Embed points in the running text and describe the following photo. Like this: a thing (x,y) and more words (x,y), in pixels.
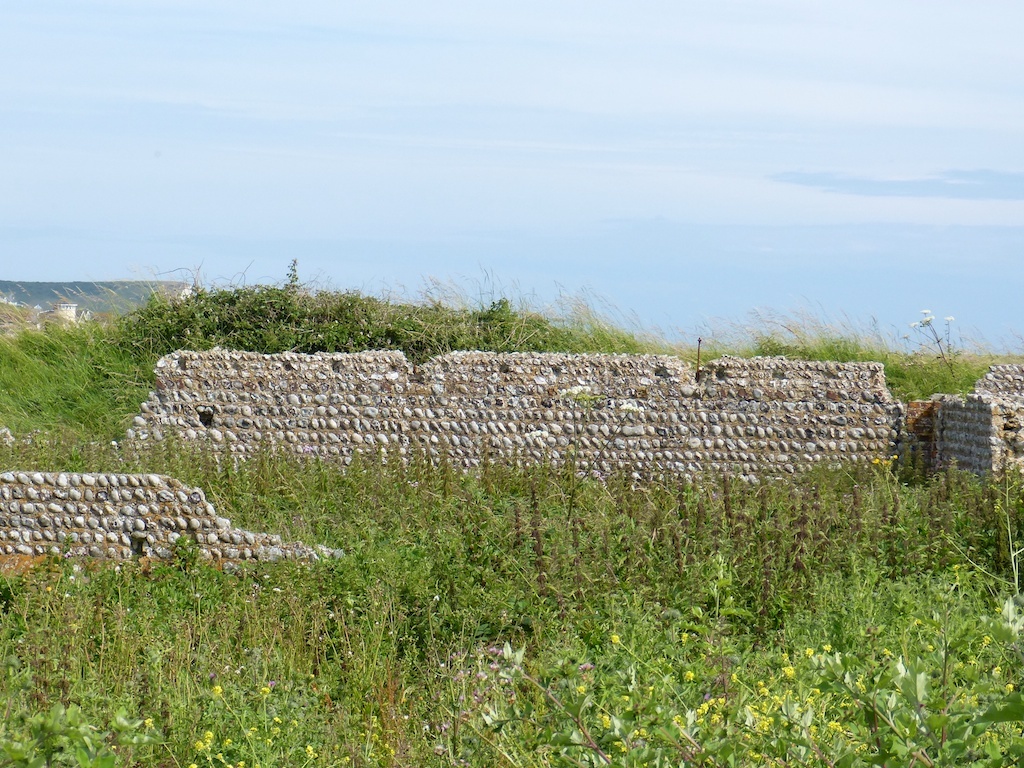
In this picture, we can see some plants (616,490), walls (192,503) and the sky (504,221) with clouds (181,196).
